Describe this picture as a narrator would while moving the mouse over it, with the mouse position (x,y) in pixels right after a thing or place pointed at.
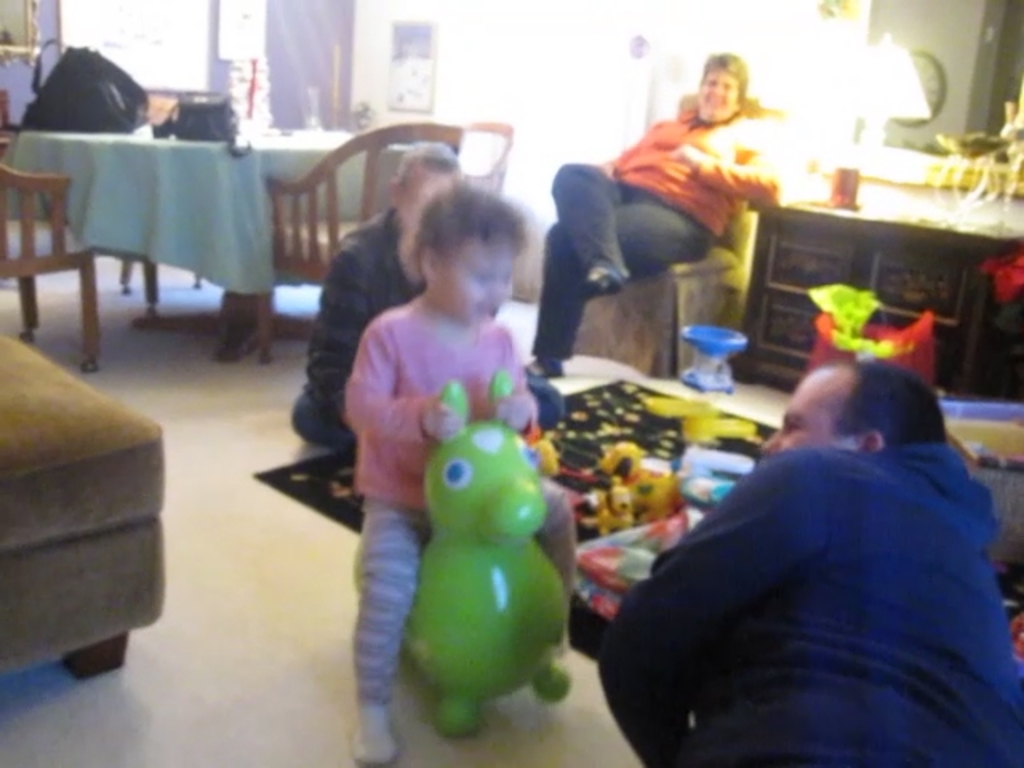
there are three persons (388,535) sitting on the floor (315,597) and one person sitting on the chair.
